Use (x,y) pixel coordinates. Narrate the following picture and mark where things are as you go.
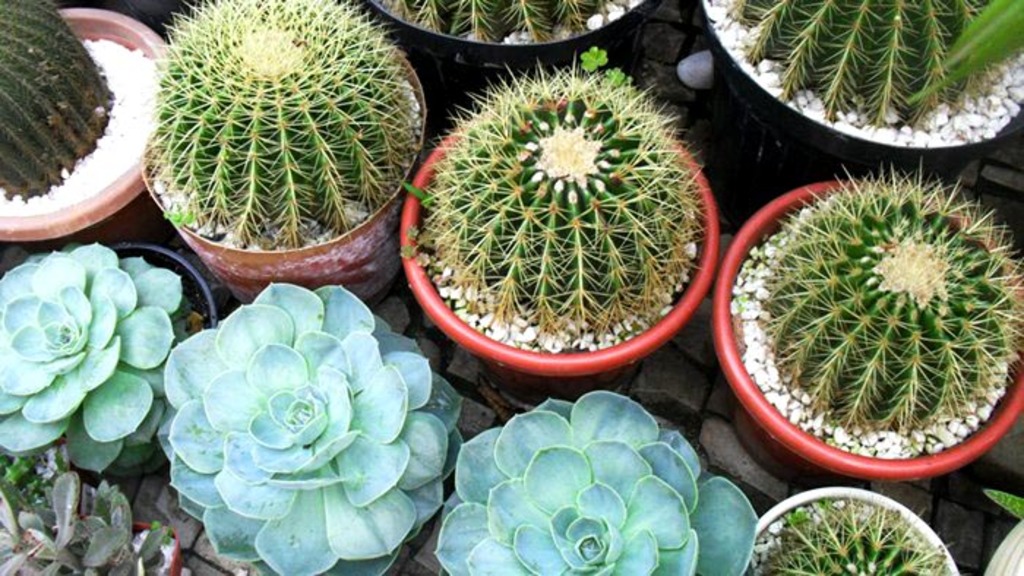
In the foreground of this image (574,176), there are potted plants (354,176).
